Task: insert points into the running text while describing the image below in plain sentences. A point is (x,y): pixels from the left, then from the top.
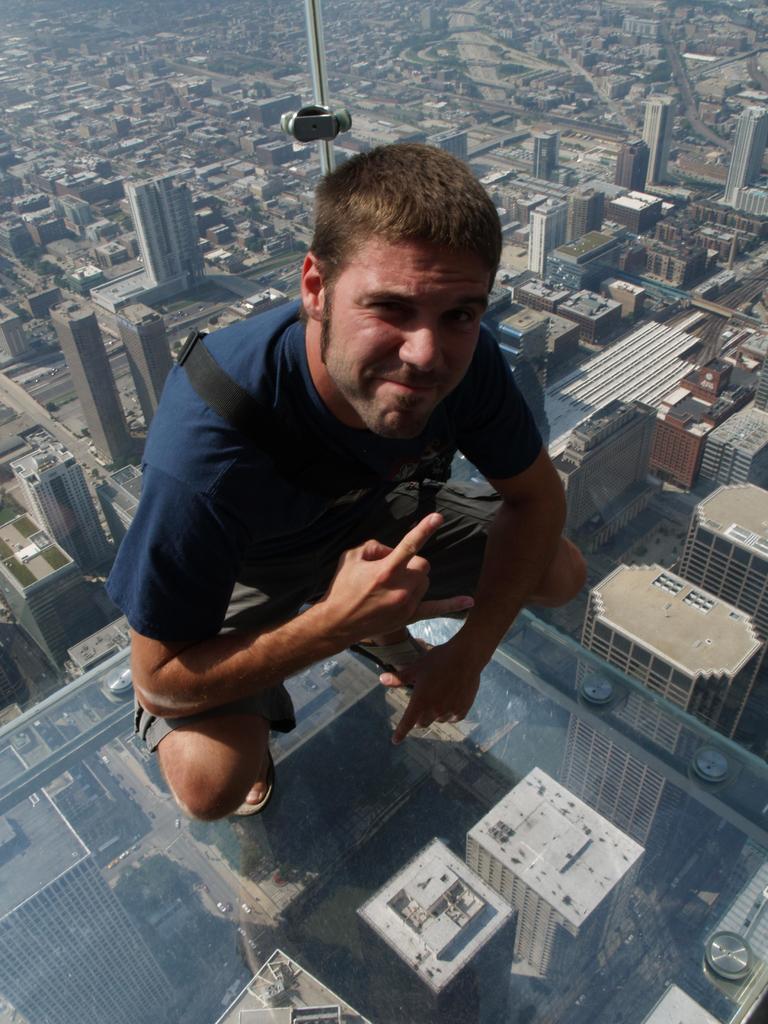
In this image in the foreground (346,267) there is one person (402,558) who is sitting on a glass floor (499,799), and at the bottom (546,892) there are buildings (67,655) and houses (557,276).
